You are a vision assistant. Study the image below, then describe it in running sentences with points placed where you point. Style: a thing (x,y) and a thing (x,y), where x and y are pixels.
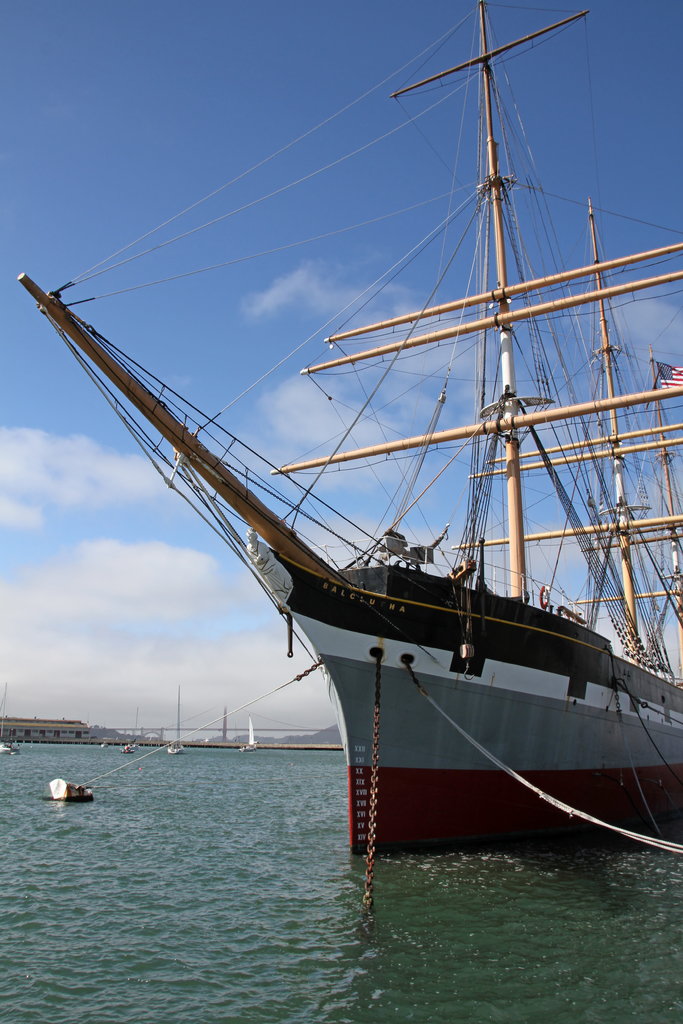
In this picture I can see the water (175,883) and I see a ship (357,354) in front (479,102), on which there are poles (407,344) and wires (614,360) and on the right side of this image (674,376) I see a flag (668,385). In the background (236,519) I see the cloudy sky (239,419).
